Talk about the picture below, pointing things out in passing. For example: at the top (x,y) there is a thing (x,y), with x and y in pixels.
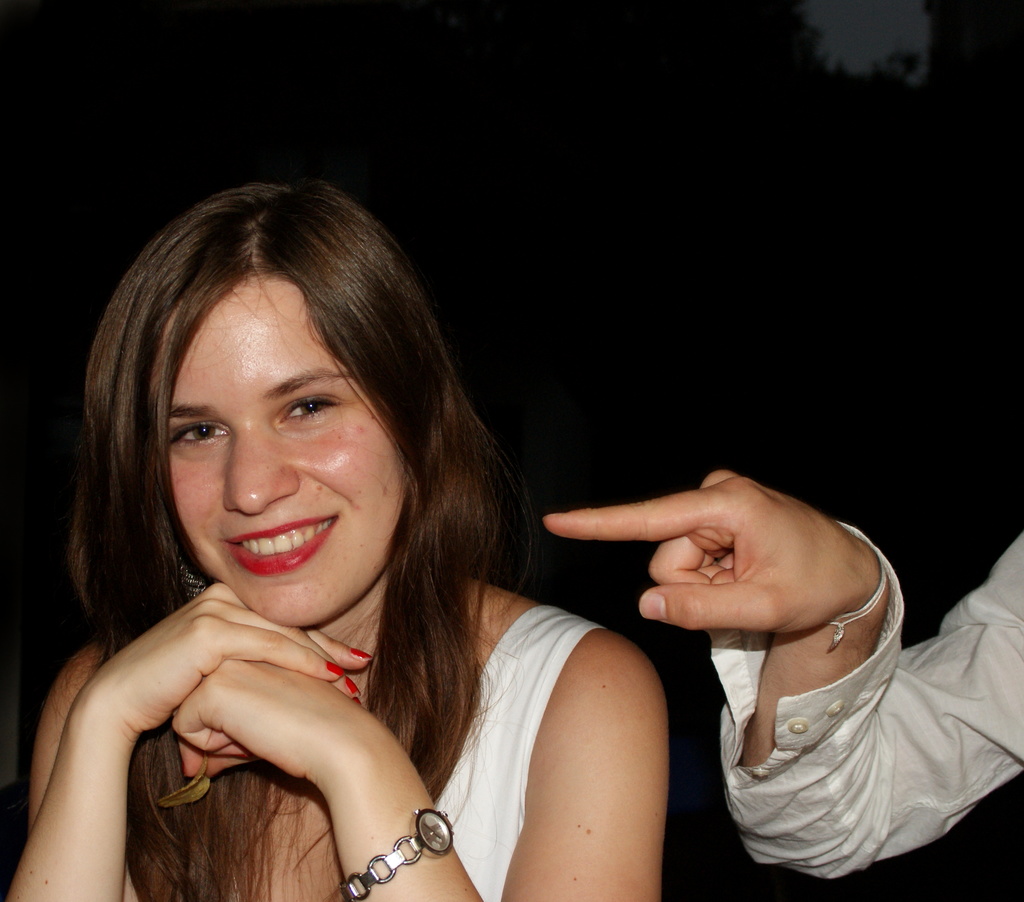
In this image we can see a person (399,636) and on the right side (732,626), we can see the hand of a person (956,727). The background (127,228) is dark.
